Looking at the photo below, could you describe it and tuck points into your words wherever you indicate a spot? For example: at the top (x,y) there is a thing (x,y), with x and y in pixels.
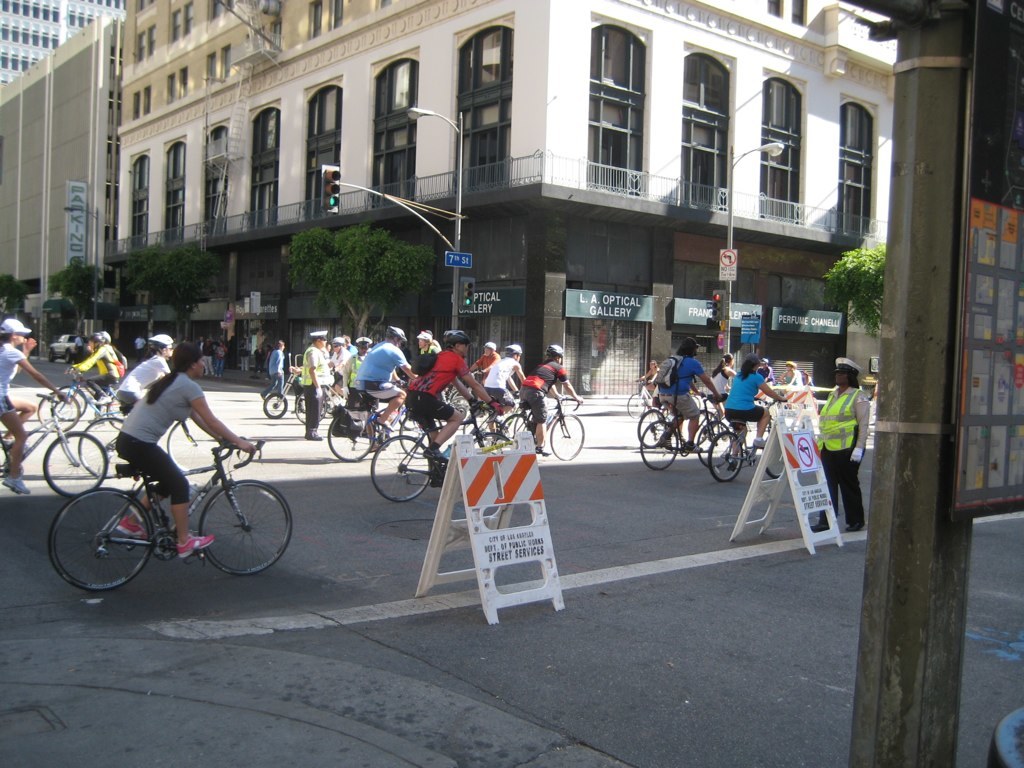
The picture is clicked on a road (571,465) where there are several people (439,486) riding bicycles (398,449) and in the background (84,276) we observe a vehicle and few trees (364,304).
